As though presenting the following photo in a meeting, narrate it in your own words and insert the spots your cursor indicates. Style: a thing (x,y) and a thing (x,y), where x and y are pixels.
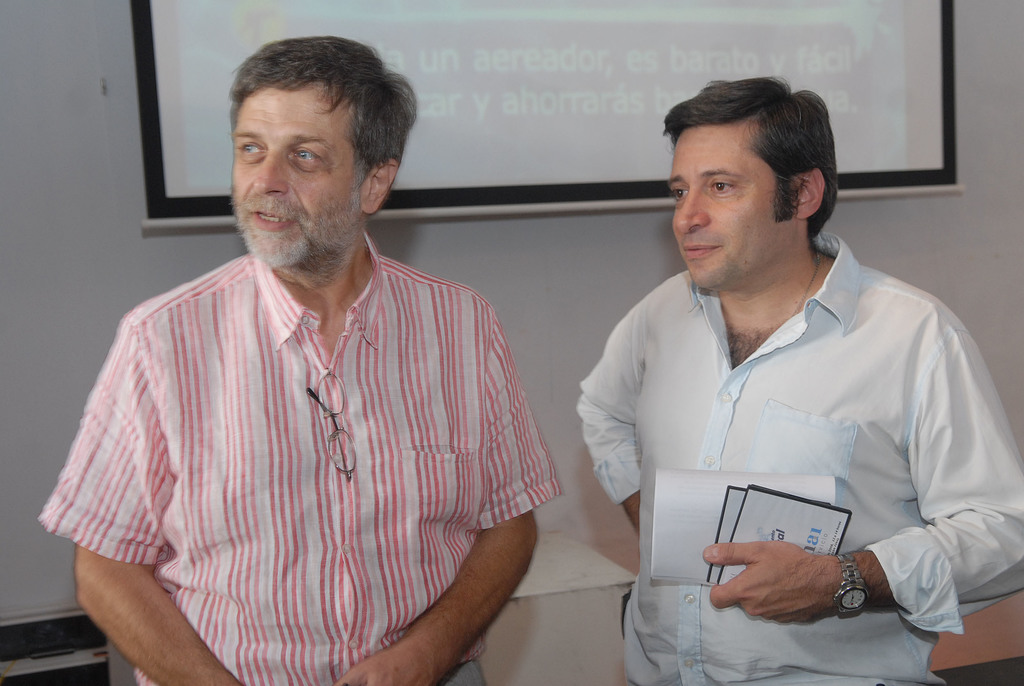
On the left side of the image (173,609) there is a man (382,388) with pink and white shirt (396,440) is standing and there are spectacles (328,387) to his shirt (459,389). Beside him there is another man (631,372) with shirt (740,369) is standing and to his hand (808,572) there is a watch (843,598) and also he is holding few papers (700,526) in his hand (796,575). Behind them there is a wall (18,213) with screen (464,140).
